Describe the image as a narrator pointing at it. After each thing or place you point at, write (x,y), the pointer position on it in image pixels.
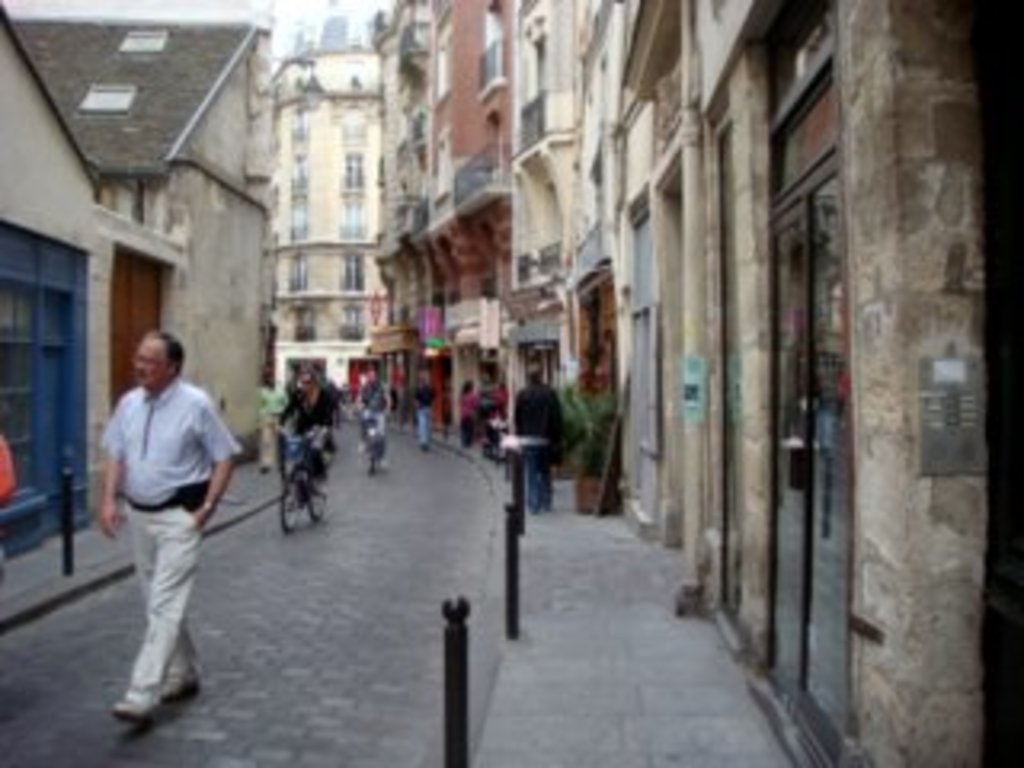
In this picture we can see some people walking on the road (308,635) and some people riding bicycles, beside this road (377,572) we can see metal poles (456,605), buildings (541,138) and some objects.
